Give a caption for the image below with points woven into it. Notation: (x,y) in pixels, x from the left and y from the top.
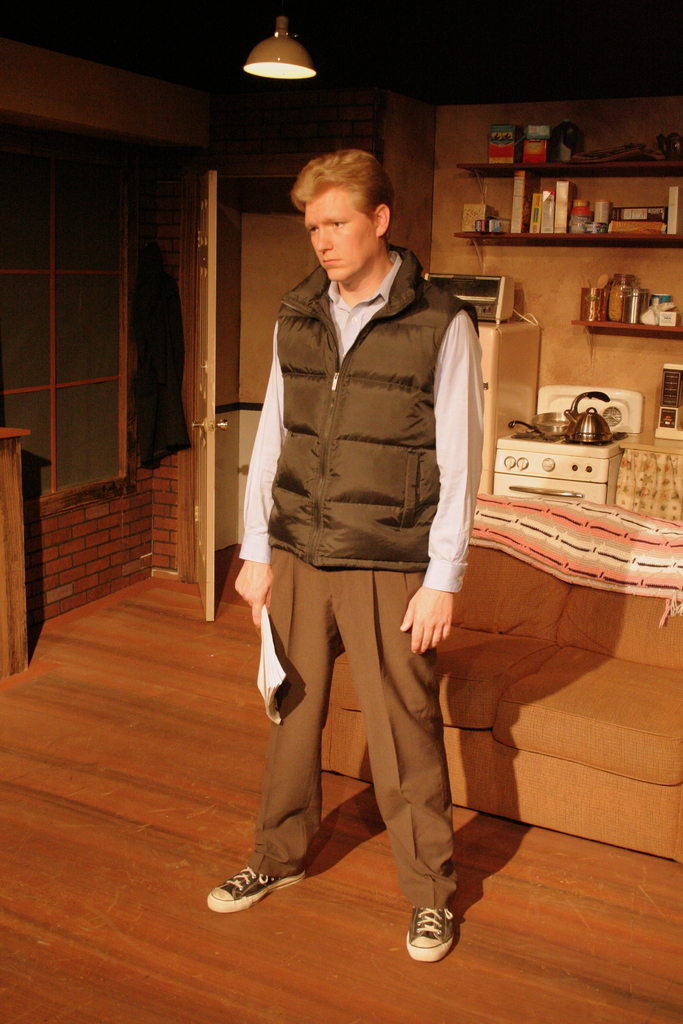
In this picture we can see a man (399,476) is standing and holding a book (277,688), on the right side (650,754) there is a sofa (627,726), in the background (456,205) we can see a wall (452,186) and shelves (466,165), there is a stove (597,453), a kettle (580,426) and an oven (498,314) in the middle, there are some bottles (614,302), boxes (556,221) and other things (647,320) present on these shelves (574,163), there is a light (303,77) at the top of the picture (279,50), on the left side (161,383) there is a cloth (161,383).
